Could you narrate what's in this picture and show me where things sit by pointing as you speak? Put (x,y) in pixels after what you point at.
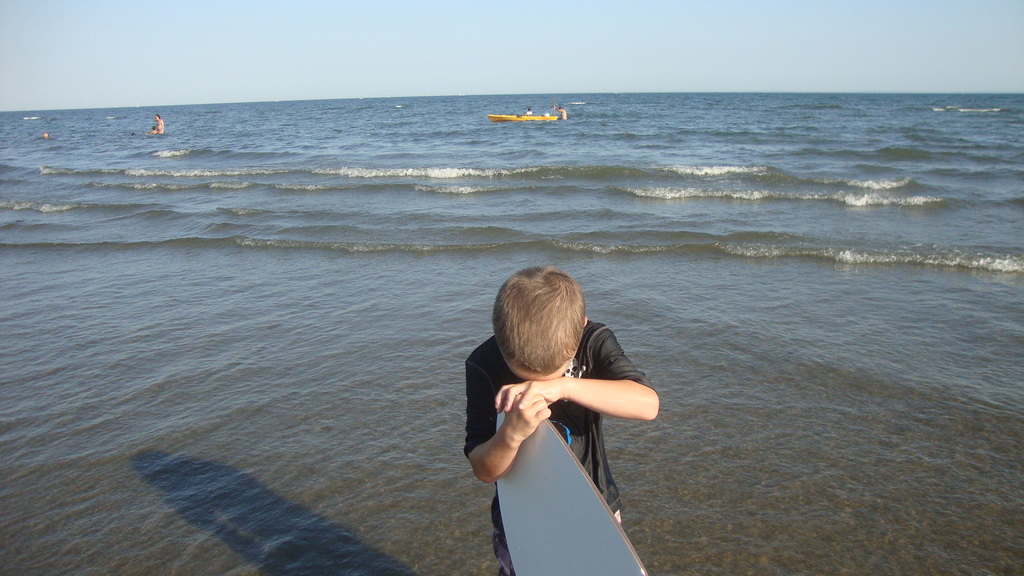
This image is clicked outside. There is water (401,248) in the image, there is sky (438,70) on the top (532,70). there is a child (549,364) standing in the front (556,432) who is wearing black dress (575,443). He is holding something.
